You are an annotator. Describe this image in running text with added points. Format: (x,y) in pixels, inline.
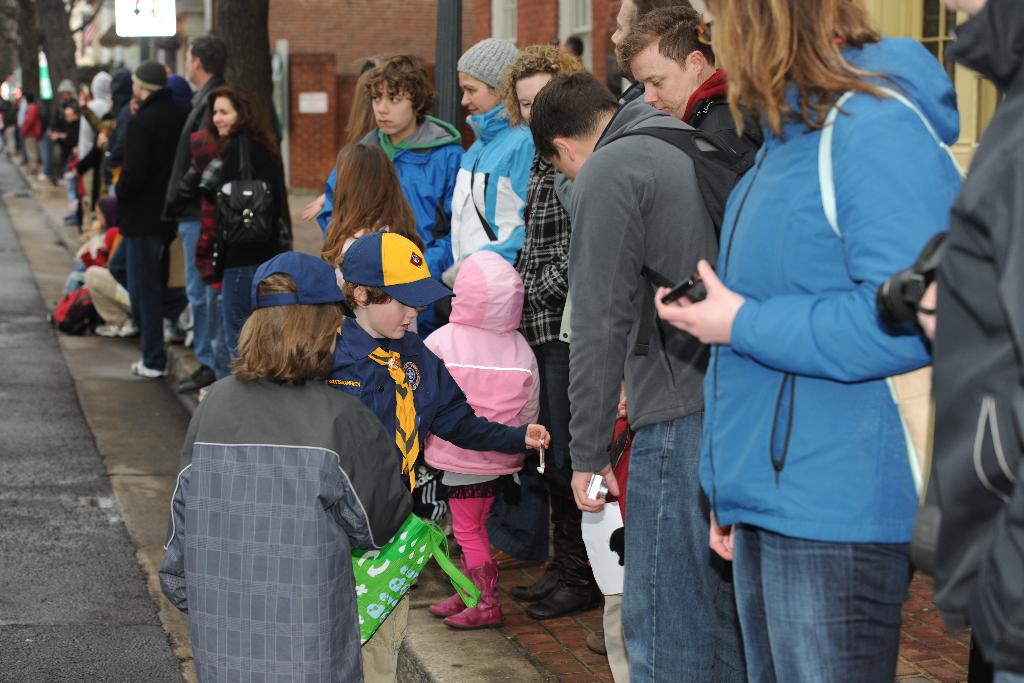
In the image few people (993,538) are standing and sitting. Behind them there are some trees (270,68) and buildings (100,17).
